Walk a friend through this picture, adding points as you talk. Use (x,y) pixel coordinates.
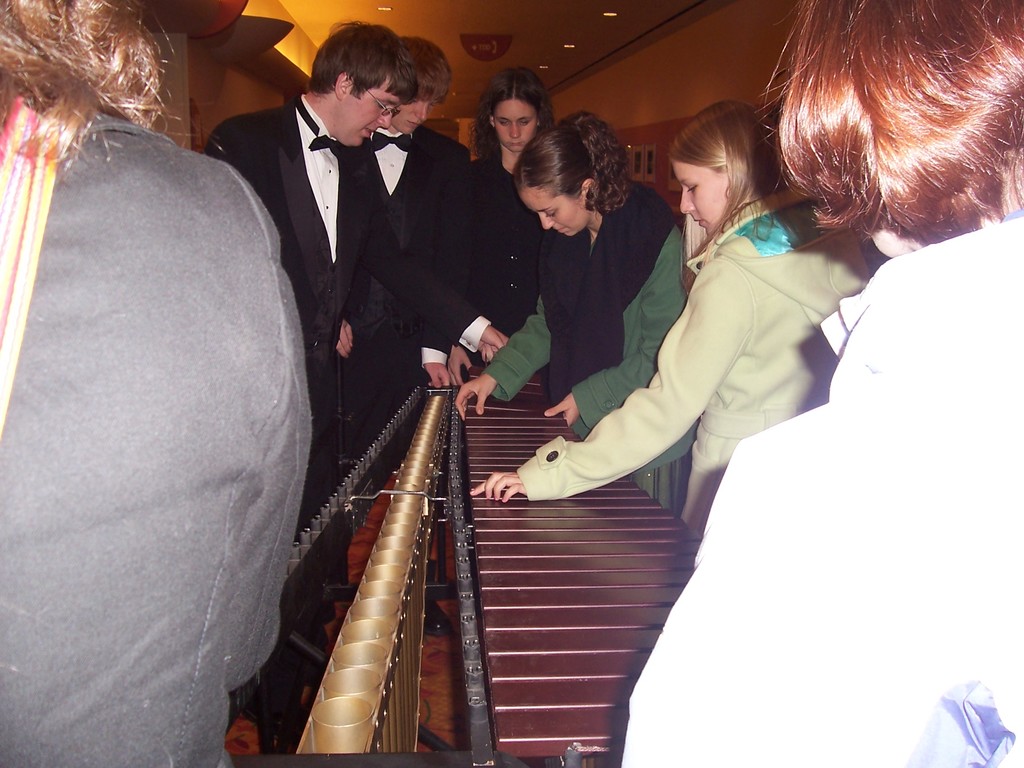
At the bottom of the image (408,713) there is a musical instrument (399,497). And there are few people (639,211) standing. There are few people (553,318) touching the instrument (449,455). In the background (775,44) there are walls (325,17) and also there is a roof (605,12) with lights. And on the walls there are frames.
